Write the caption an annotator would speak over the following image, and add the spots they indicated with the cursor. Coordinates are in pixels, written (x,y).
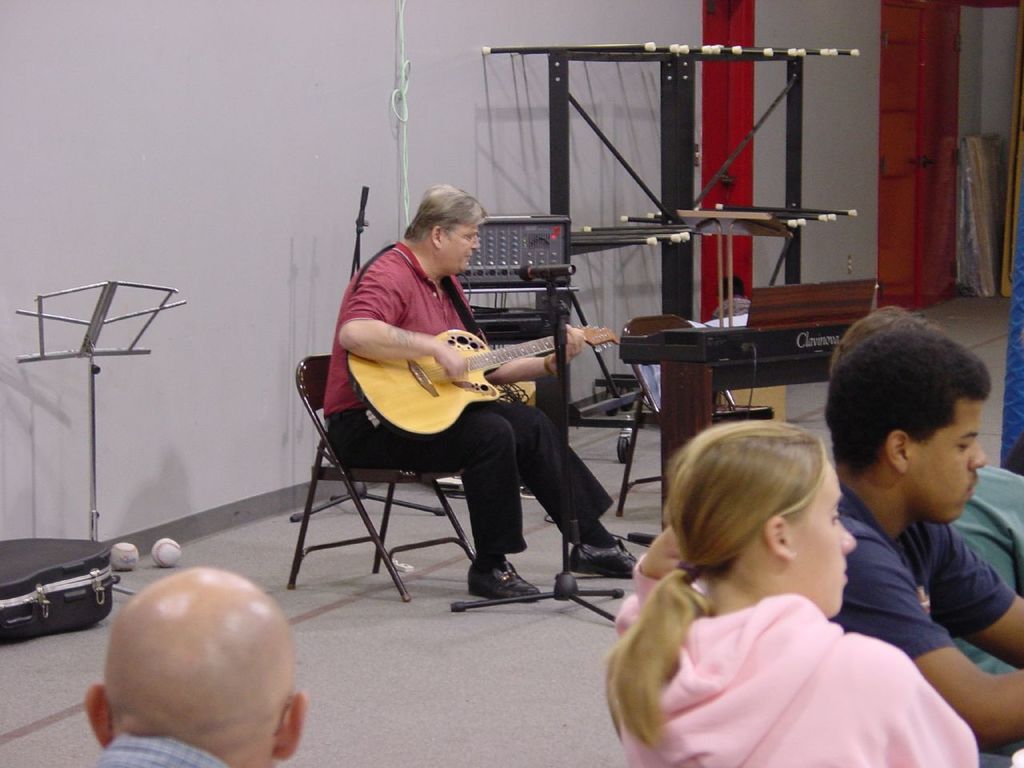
A man (415,229) is seated over a chair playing guitar (389,396), in front of him there is a microphone (526,279), behind the man (401,300) there is a wall (364,143) painted white. On the left corner (128,566) there are few baseball balls (170,562). On right (784,669) there is a woman (783,623) in pink hoodie (838,679) and beside the woman (858,671) there is a man (918,596) in blue shirt (921,573) and on the top right (685,80) there are few stands (590,230) and in the center (494,259) background (535,230) there is a machine (570,262) for controlling volumes and the floor (457,642) is gray in color and on the top right corner (979,193) there are few wooden objects (1008,209) placed.
